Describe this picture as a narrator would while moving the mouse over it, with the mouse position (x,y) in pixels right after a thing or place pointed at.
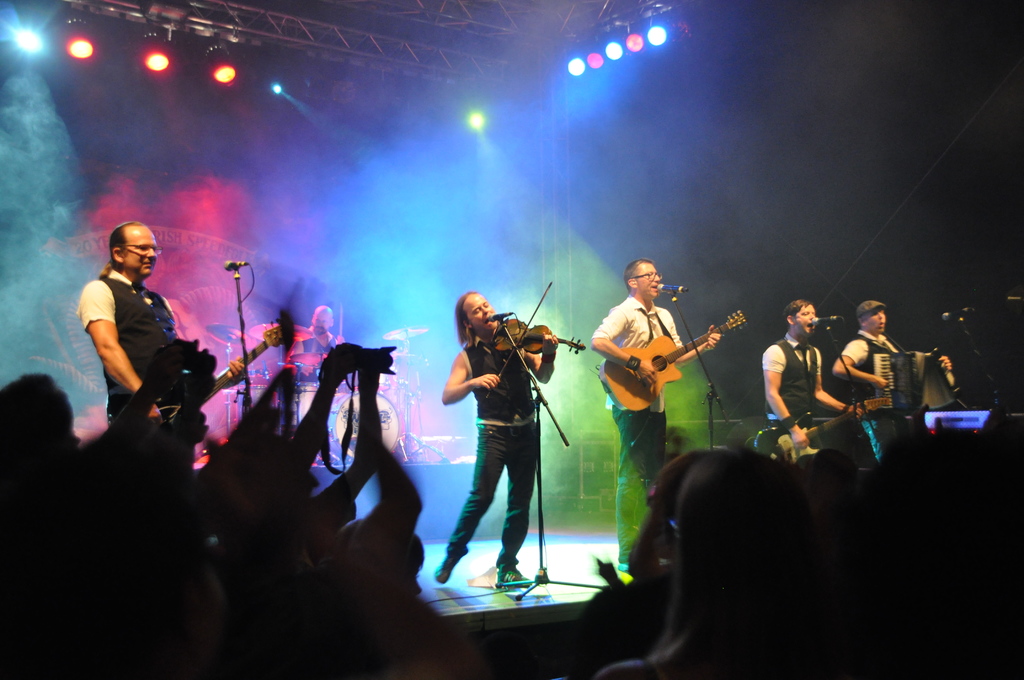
there are many people (510,525) playing instruments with microphone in front of them.
